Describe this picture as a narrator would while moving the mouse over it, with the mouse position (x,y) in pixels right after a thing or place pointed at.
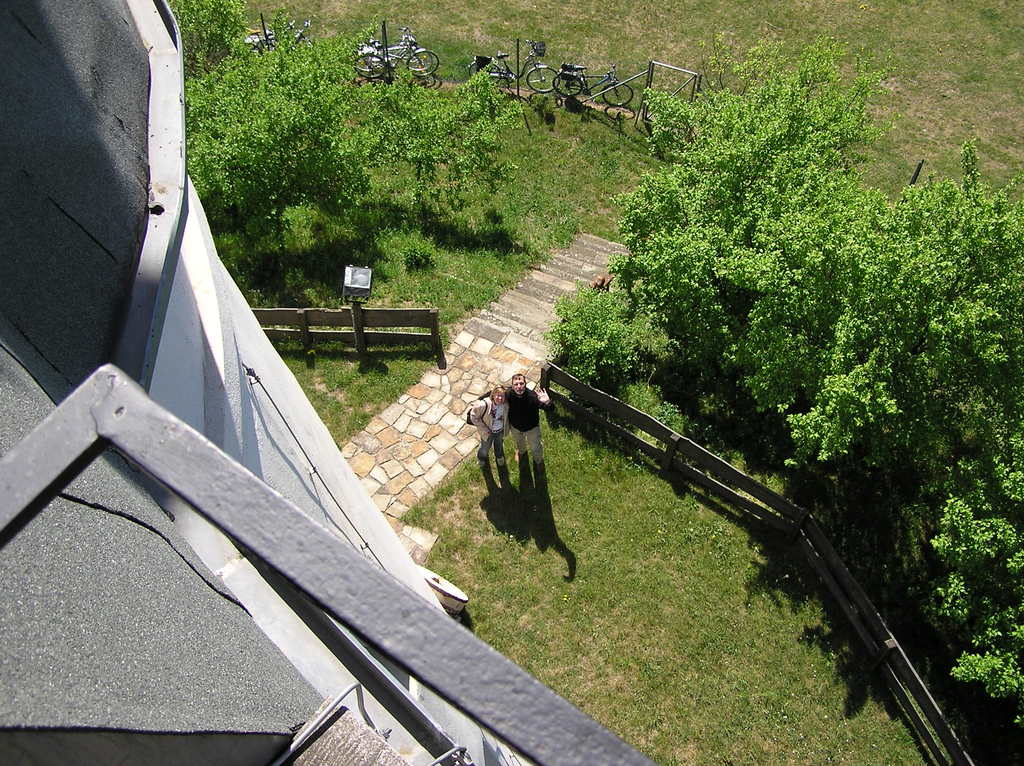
In this picture we can see a building (128,588), here we can see two people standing on the ground (498,596) and in the background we can see a fence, bicycles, trees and metal poles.
